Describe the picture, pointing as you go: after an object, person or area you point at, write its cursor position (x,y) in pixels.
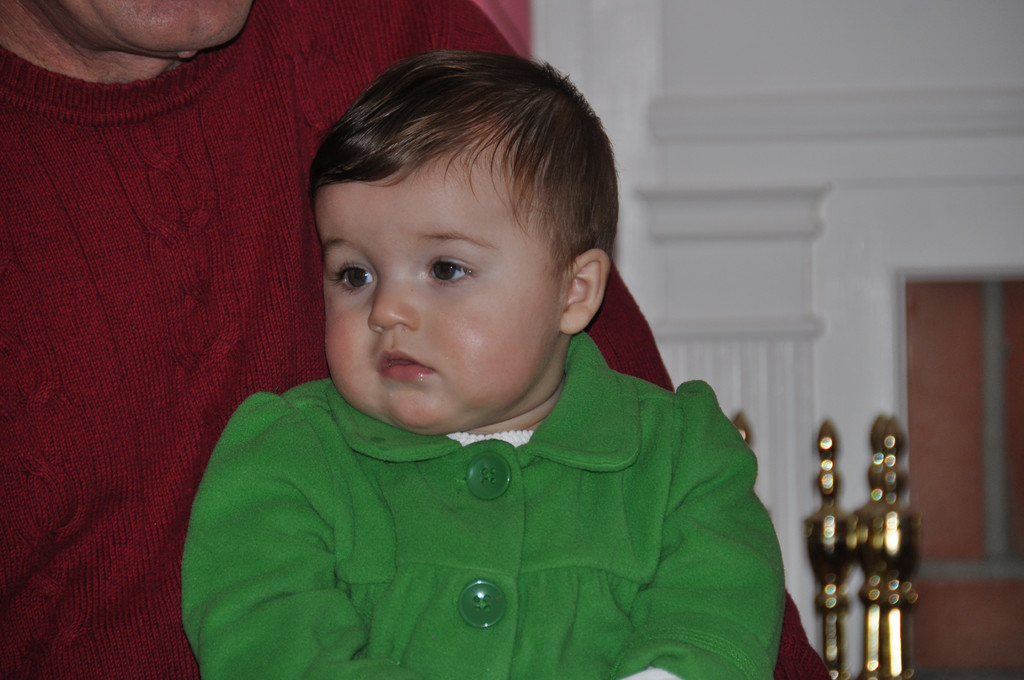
In the image a person (76,137) is holding a baby (340,510). Behind them there is wall (856,42).
